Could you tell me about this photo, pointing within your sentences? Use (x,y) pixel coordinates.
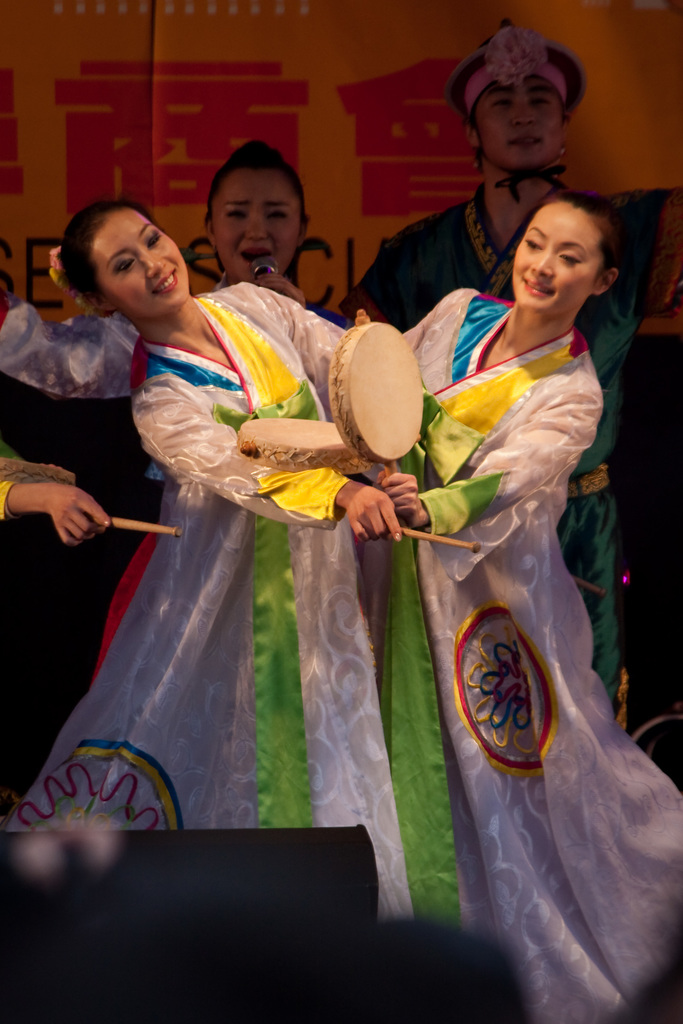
In this image we can see two women (150,622) wearing different costumes (402,596) are holding musical instruments (247,426) in their hands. In the background (217,193), we can see this woman (287,277) is holding a mic (270,273) and this person (527,81) is wearing a different costume (605,345), also we can see the banner (234,31) in the background (254,68). This part of the image is dark.
